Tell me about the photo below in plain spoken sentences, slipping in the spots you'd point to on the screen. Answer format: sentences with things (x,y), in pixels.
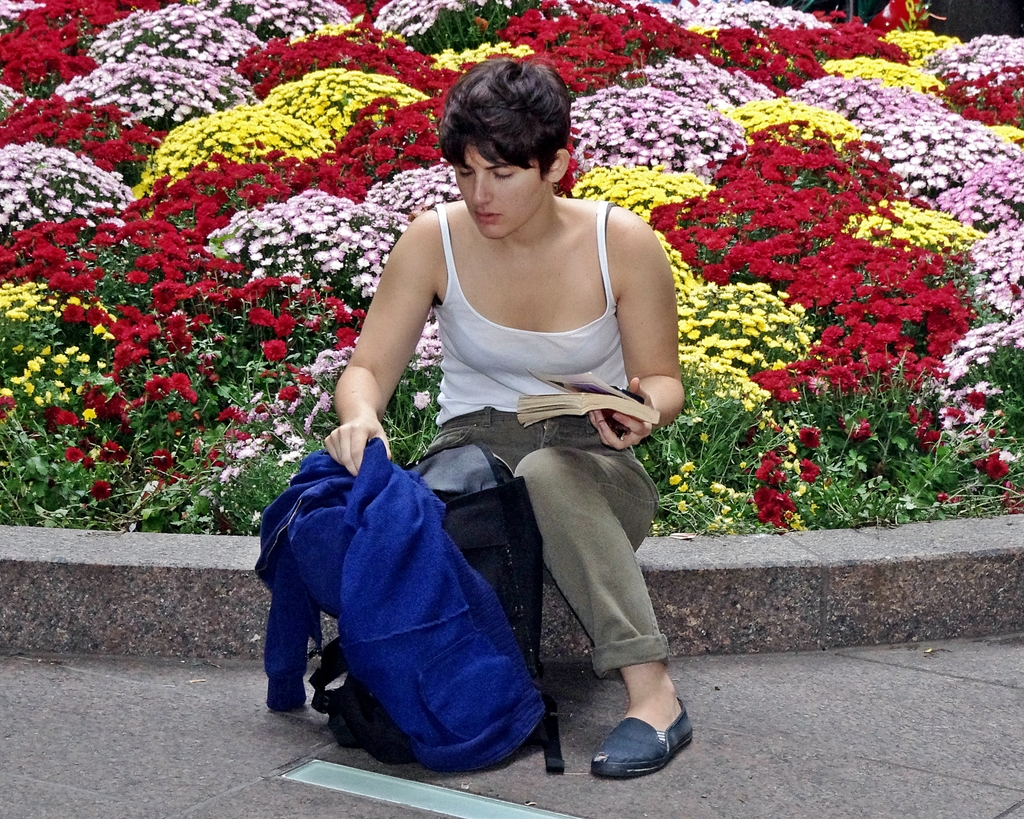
In this image in the center (549,290) there is one person (479,384) sitting and she is holding a book (593,381) and jacket (391,531), and there is one bag (484,565). At the bottom (288,750) there is walkway (144,725), in the background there are some plants (754,249) and flowers (255,317).
